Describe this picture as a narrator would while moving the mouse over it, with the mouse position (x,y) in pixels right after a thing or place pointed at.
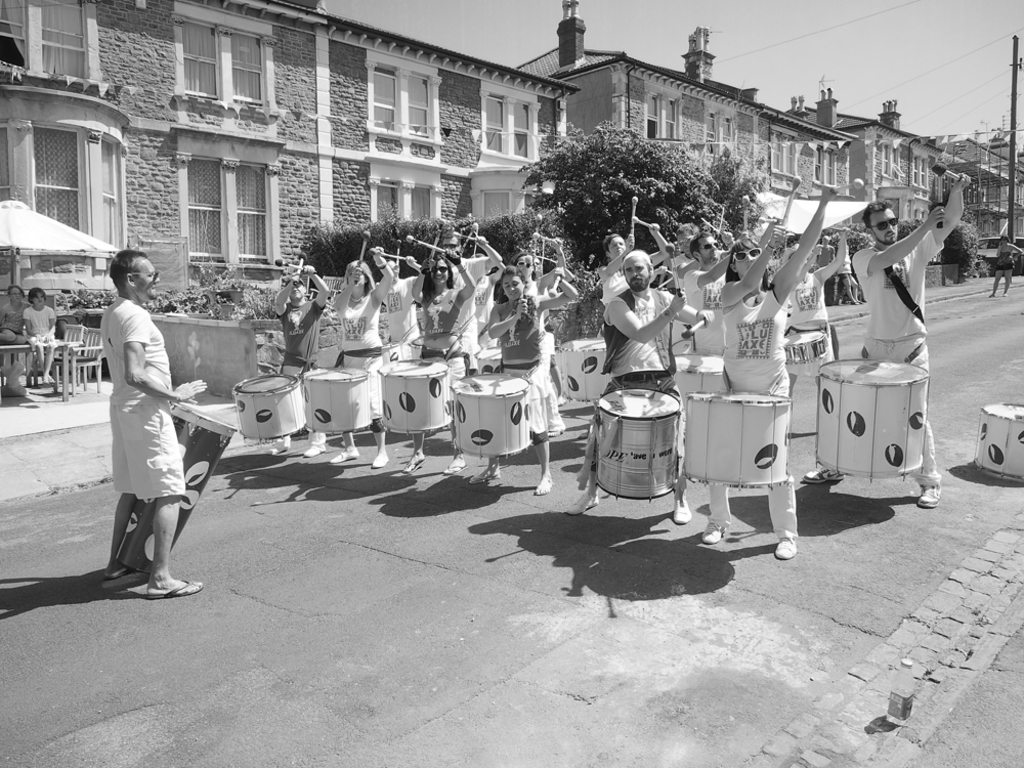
In this picture there are group of people (889,312) playing the drum set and in the background (601,108) buildings (601,108) and plants (697,192).
